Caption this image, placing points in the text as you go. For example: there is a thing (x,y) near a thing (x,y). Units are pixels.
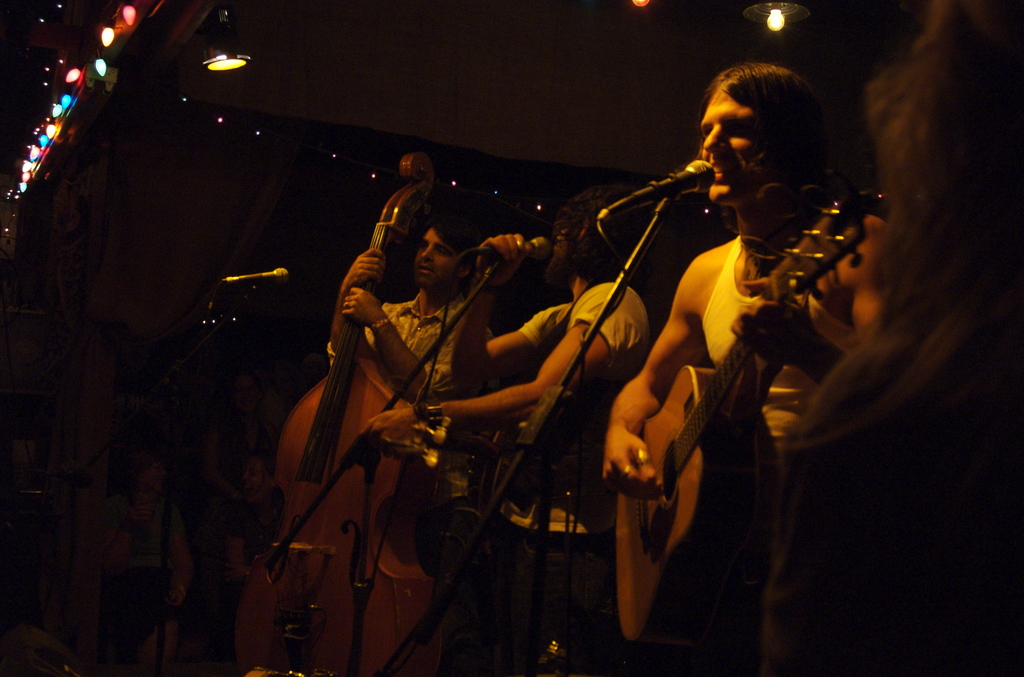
This picture shows a man (702,257) playing a guitar (631,590) and singing with the help of a microphone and other Man (618,315) Standing and singing holding a microphone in his hand (507,268) and we see Third Man (361,274) playing double bass (359,323) and we see a microphone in front of him and we see couple of lights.
